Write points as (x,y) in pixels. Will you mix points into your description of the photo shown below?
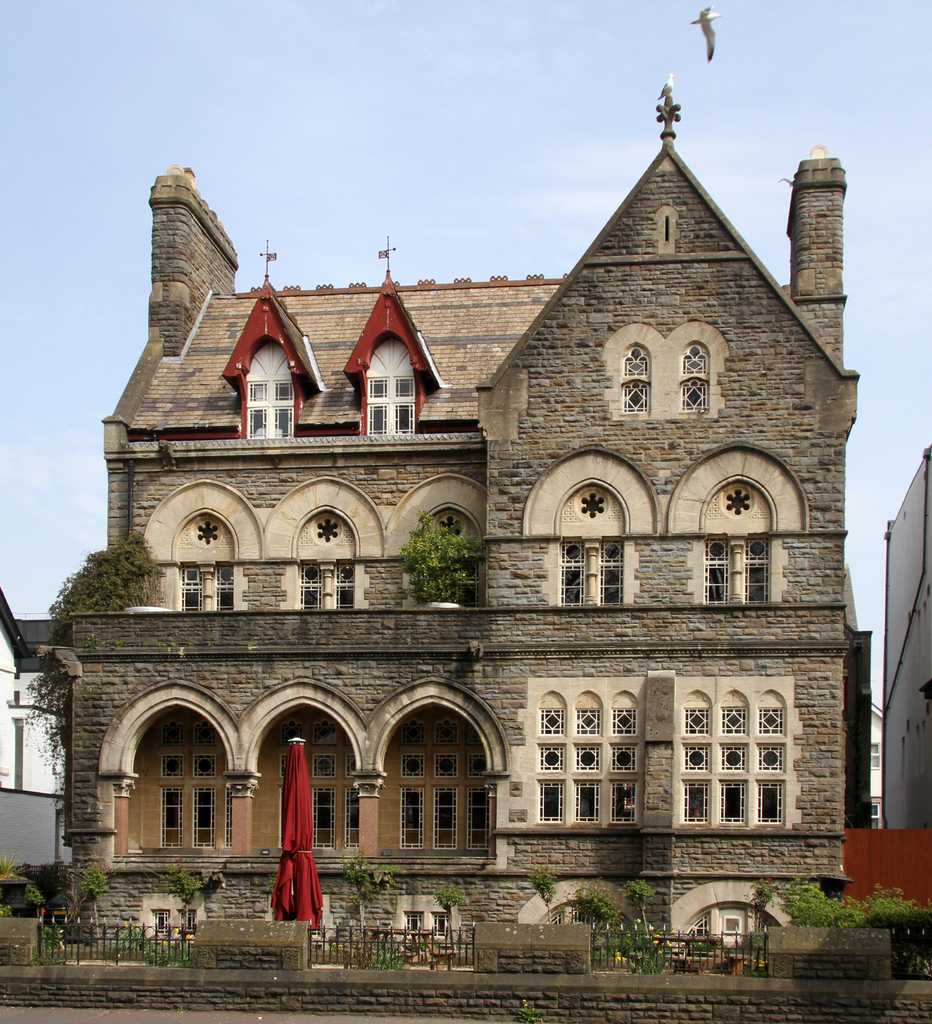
In this image I can see in the middle (335,404) there is the building (679,615). At the bottom (863,897) there are bushes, at the top (470,65) there is the sky (502,65) and a bird (710,36) is flying in the sky (630,95).
